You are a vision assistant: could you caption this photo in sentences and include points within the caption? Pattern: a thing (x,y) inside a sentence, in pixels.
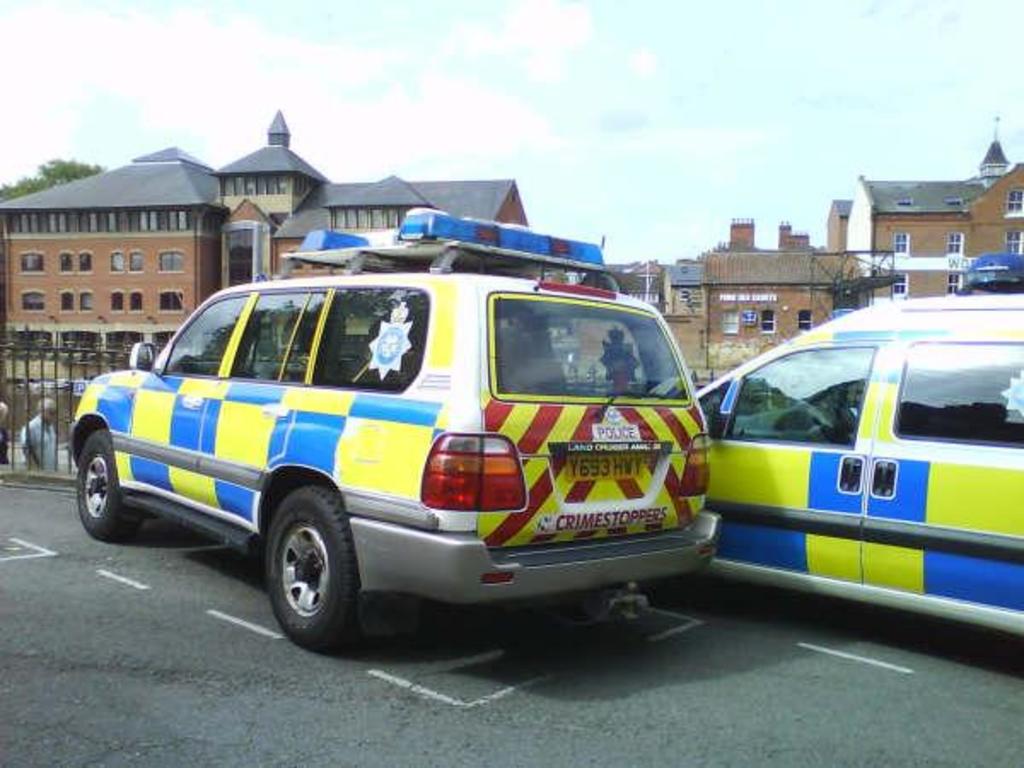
This image is clicked on the road (240,664). There are cars (435,445) parked on the road (159,696). Behind the cars (78,429) there is a railing (55,381). In the background (293,202) there are buildings (771,276). Behind the buildings (94,185) there are trees (73,170). At the top (510,58) there is the sky (648,67). To the left (38,421) there are people (26,434) walking.
